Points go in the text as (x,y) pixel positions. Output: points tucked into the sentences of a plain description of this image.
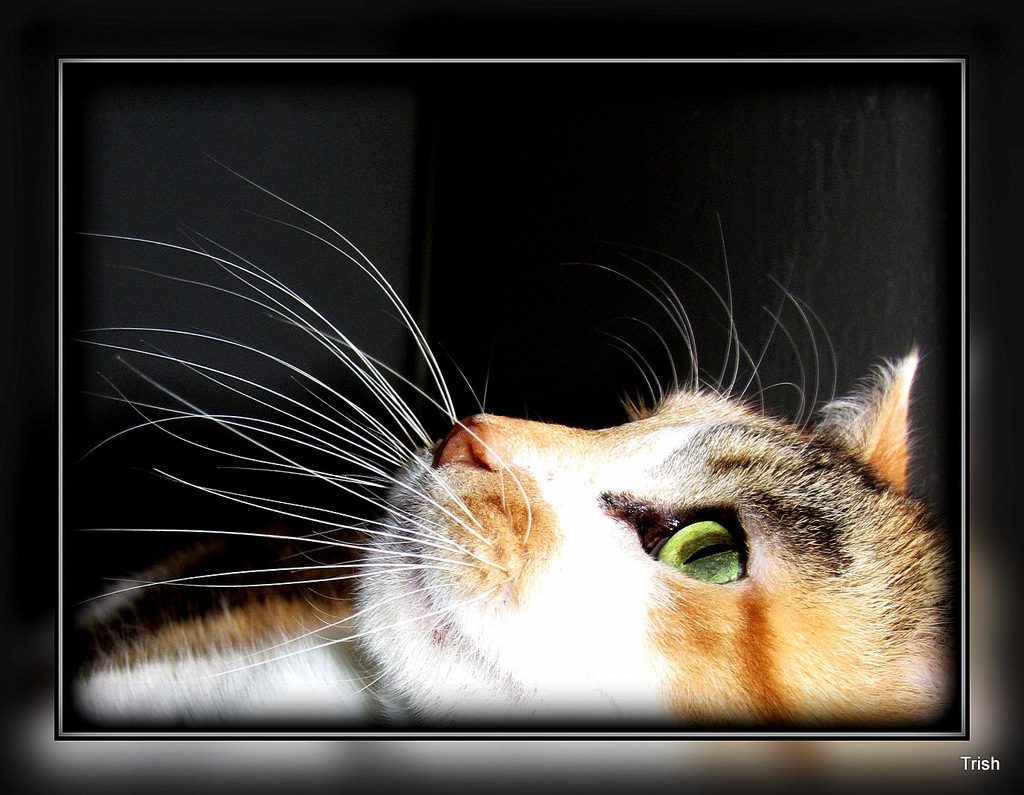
In this image I can see an animal (544,607) which is in white, brown and black color. I can see the whiskers (428,361) to the animal (496,448). And there is a black background (489,135).
